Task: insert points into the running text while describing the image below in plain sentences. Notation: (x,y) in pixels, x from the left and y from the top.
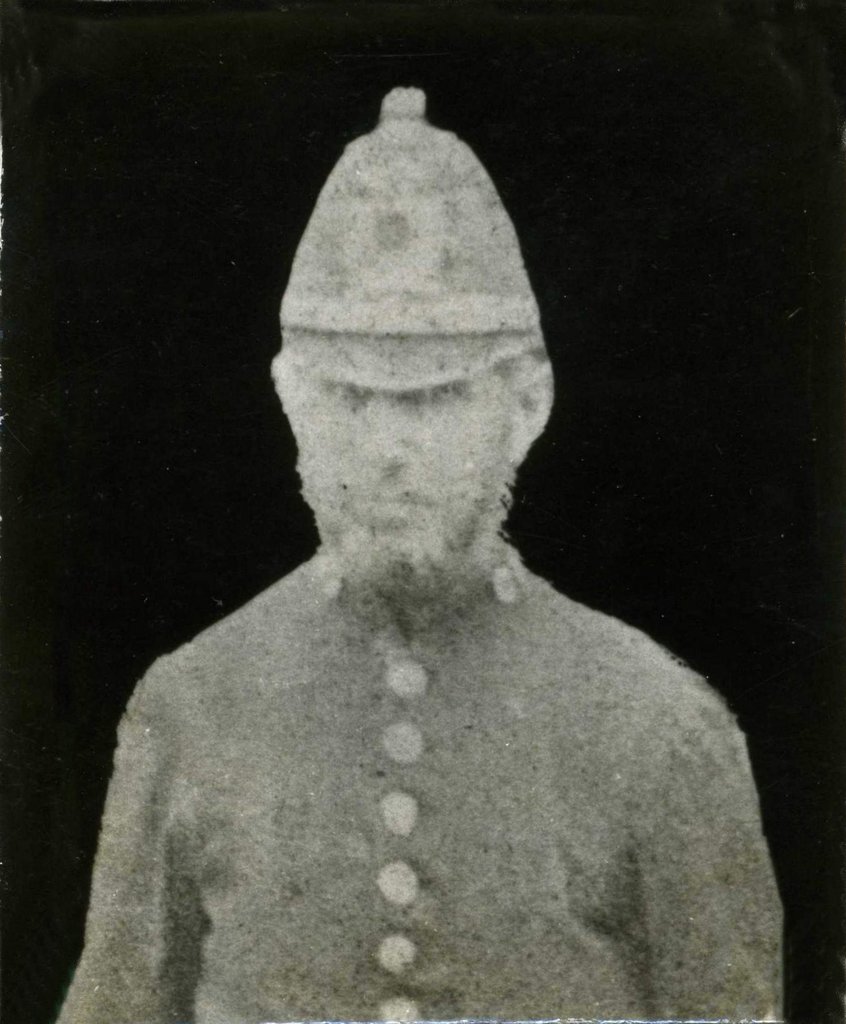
In the center of the picture (444,586) there is a person (400,409), wearing hat (372,363). The background (766,630) is dark. This is an edited image.
